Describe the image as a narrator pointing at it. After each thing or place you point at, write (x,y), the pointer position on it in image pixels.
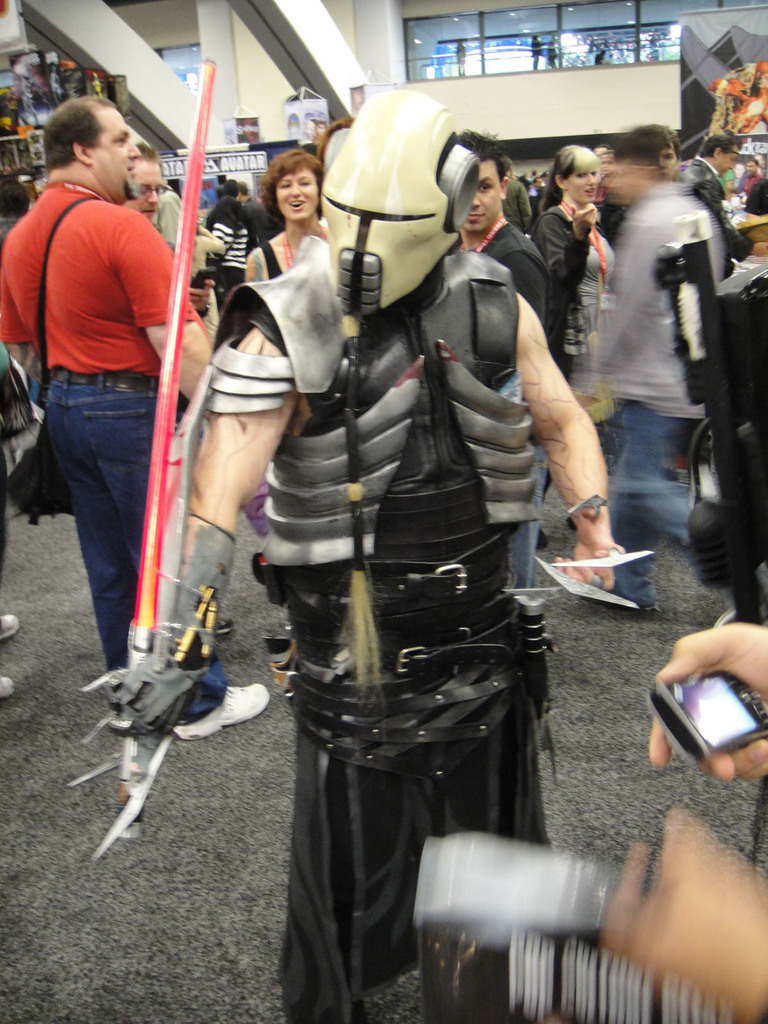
In this image there is a person (430,666) in a fancy dress (409,614) standing, and there are group of people (656,244) standing, lights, banners (701,38), carpet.
